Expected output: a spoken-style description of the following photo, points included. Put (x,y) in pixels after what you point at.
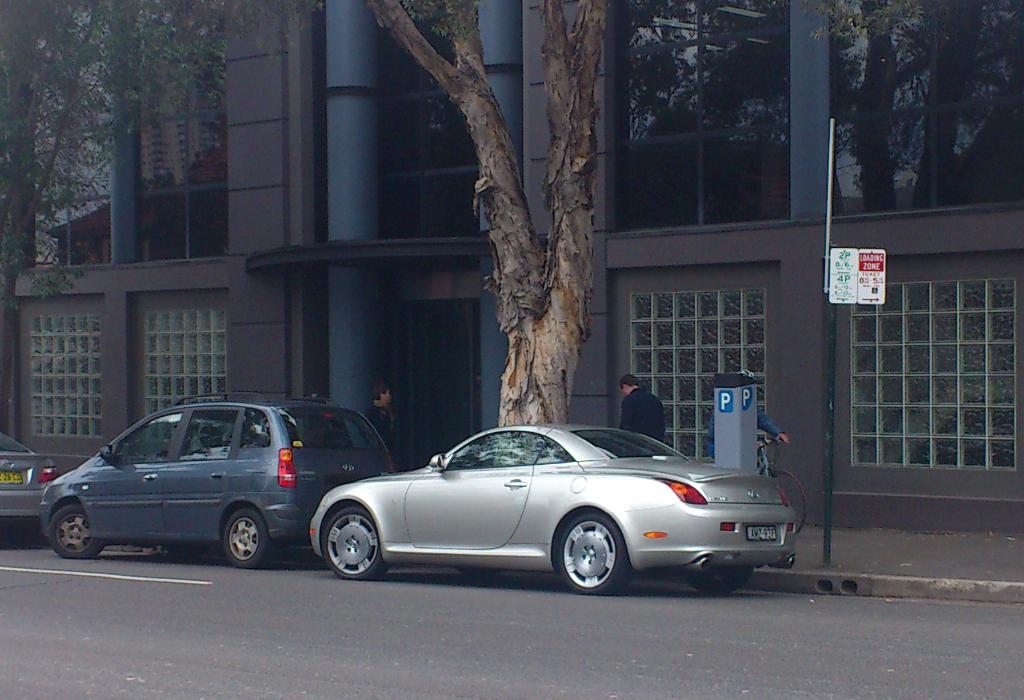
In this image there are a few vehicles (145,447) on the road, behind that there are a few people (625,418) walking on the pavement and a person (768,425) riding a bicycle (767,450), there is a pole (829,467) and an object (748,409). In the background (531,289) there is a building (391,212) and trees (24,121).
